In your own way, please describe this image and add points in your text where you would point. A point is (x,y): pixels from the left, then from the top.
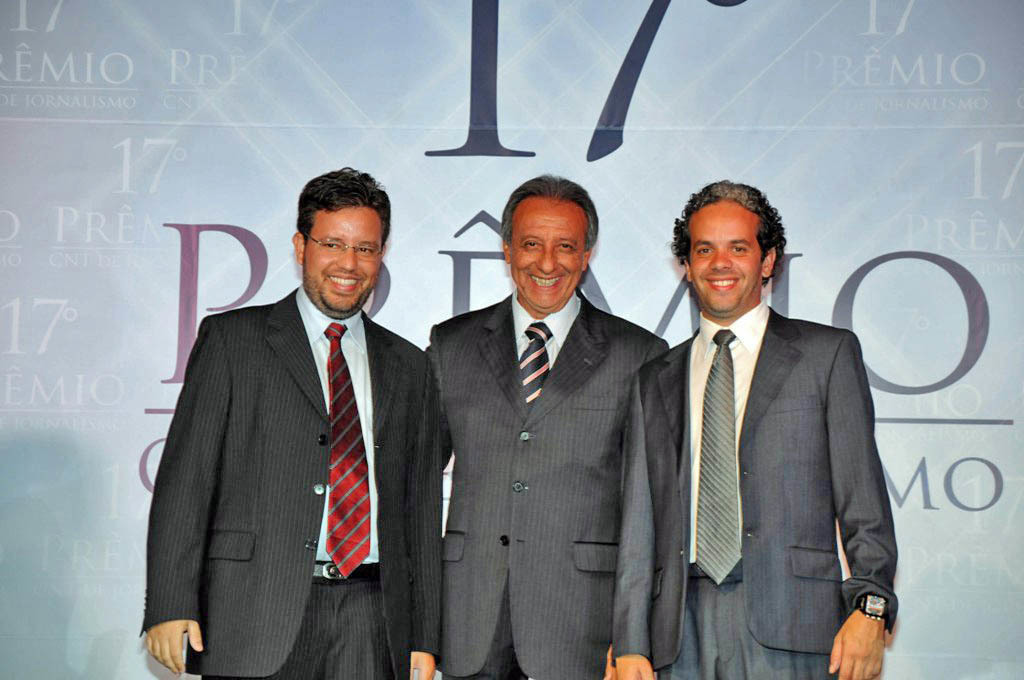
In this image there are three people (544,337) standing with a smile on their face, behind them there is a banner (90,214) with some text (973,329).
